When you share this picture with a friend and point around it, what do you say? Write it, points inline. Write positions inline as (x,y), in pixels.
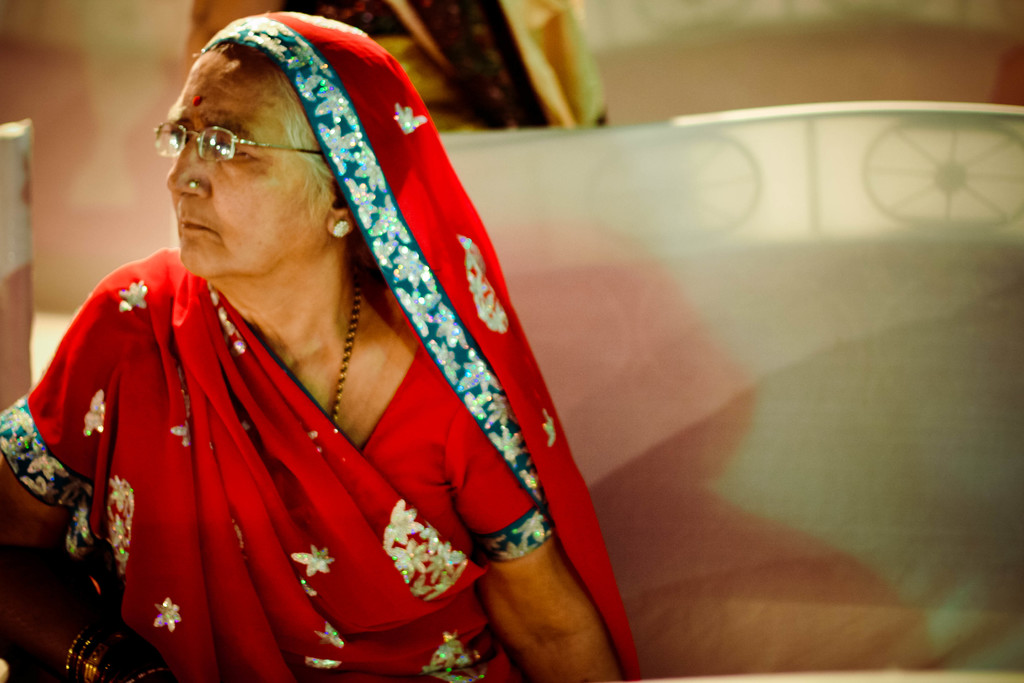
In this picture we can see a woman (475,618) wearing a spectacle (215,138) and sitting on the left side (125,605). We can see some objects (660,205) on the right (701,153) and left side of the image (22,171). There is an object (449,126) visible in the background (557,31).
